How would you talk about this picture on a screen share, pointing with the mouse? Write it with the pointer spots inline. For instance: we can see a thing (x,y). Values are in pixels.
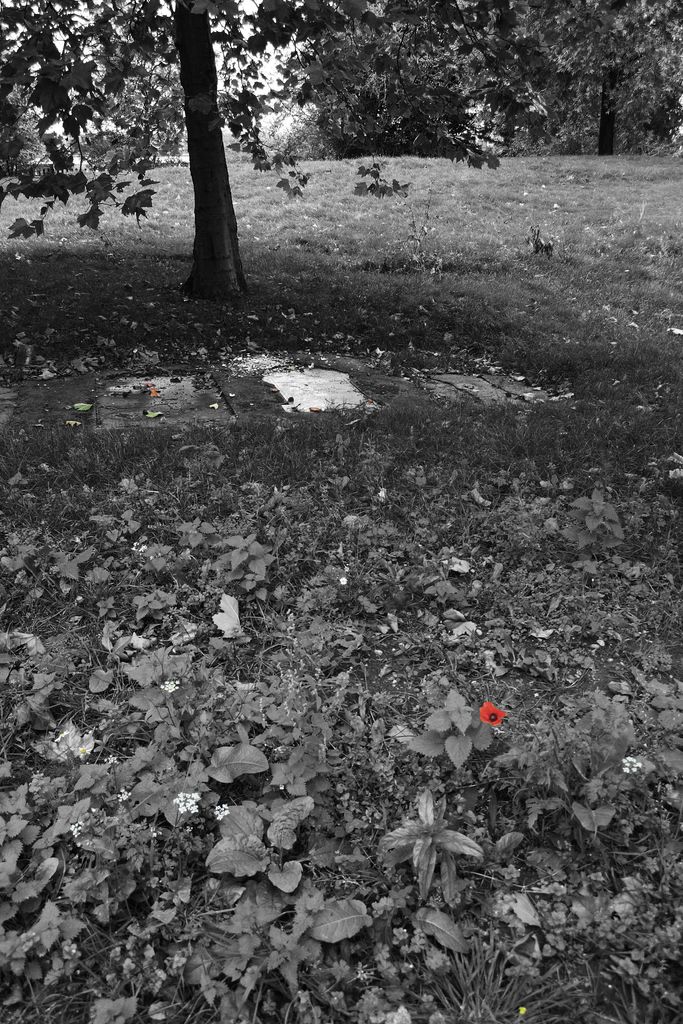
In this image, we can see some dried leaves (462,563) and grass (554,603) on the ground (298,584), in the background (358,75) there are some trees (442,82).
